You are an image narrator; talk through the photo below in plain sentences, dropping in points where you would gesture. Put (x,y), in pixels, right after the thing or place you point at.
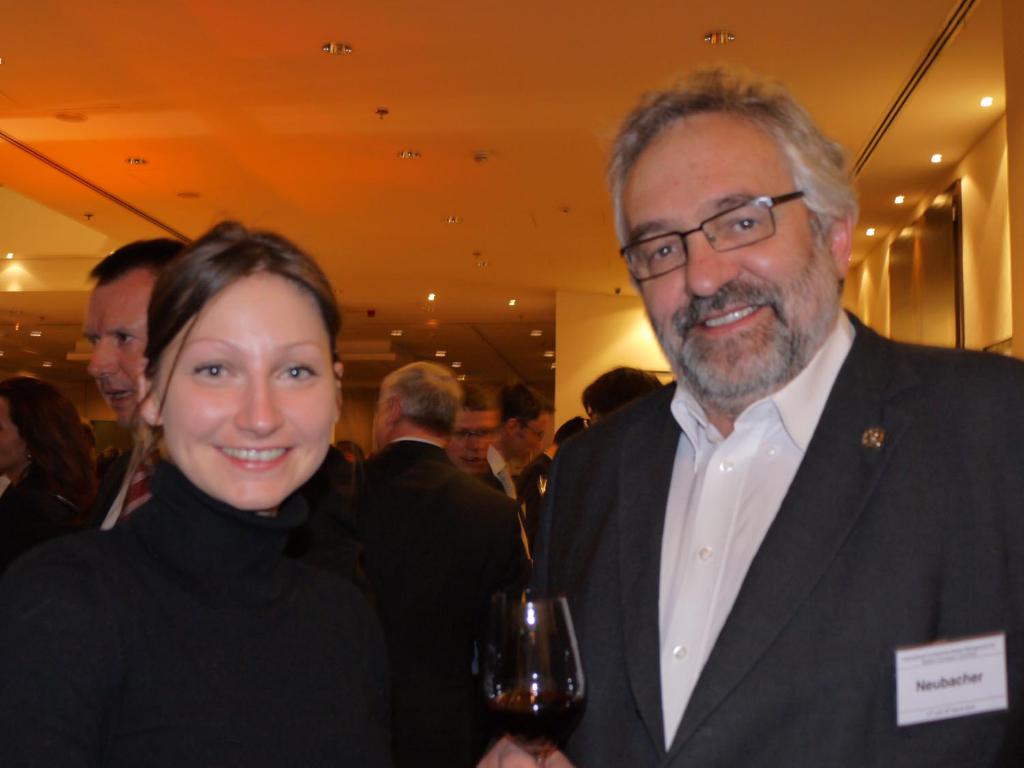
In the center of the image (647,464) we can see man (647,464) and woman (49,565) holding glass tumbler (490,670). In the background (443,694) we can see persons (408,434), lights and wall (571,293).
